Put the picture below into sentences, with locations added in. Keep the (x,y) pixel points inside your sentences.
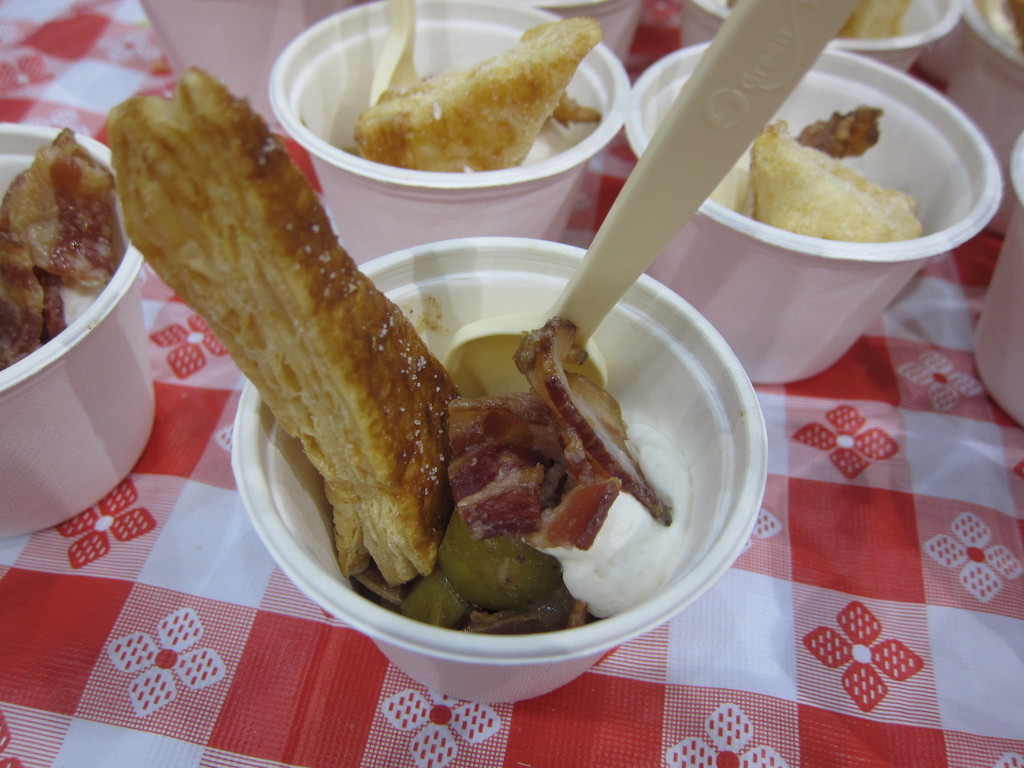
In this image we can see some food (778,166) in the glasses (678,269). There is a cloth (433,709) below the glasses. There is a spoon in the image.
